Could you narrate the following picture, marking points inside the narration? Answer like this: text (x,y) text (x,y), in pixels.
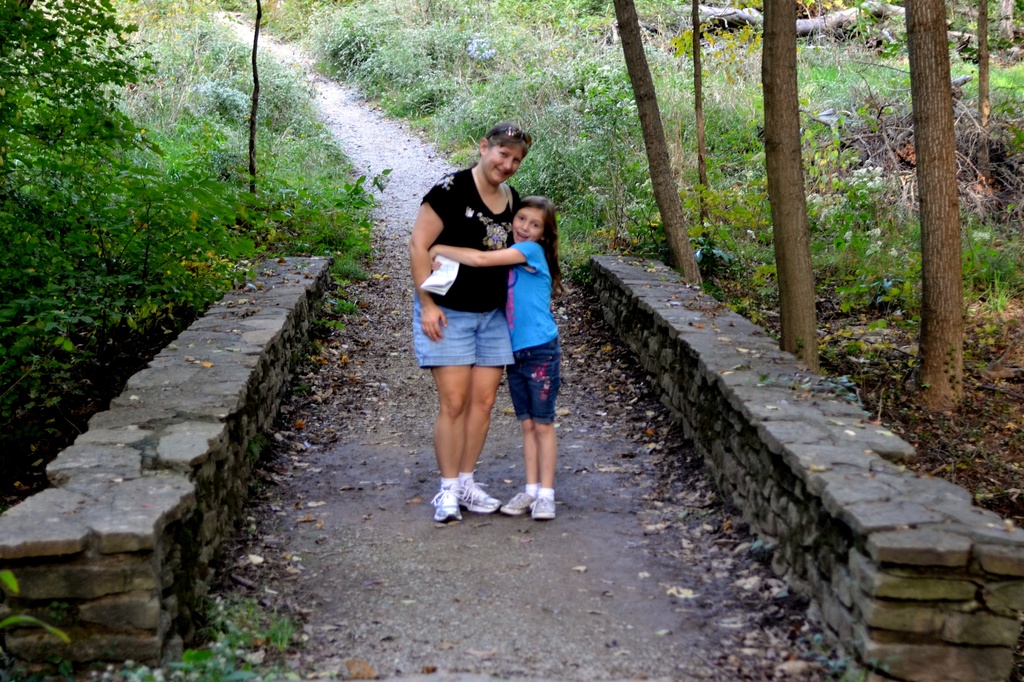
In this image, there are a few people (483,420). We can see the ground (321,485) and the stone wall (776,516). We can also see some plants (263,232), trees (782,17) and some grass (1005,253).
